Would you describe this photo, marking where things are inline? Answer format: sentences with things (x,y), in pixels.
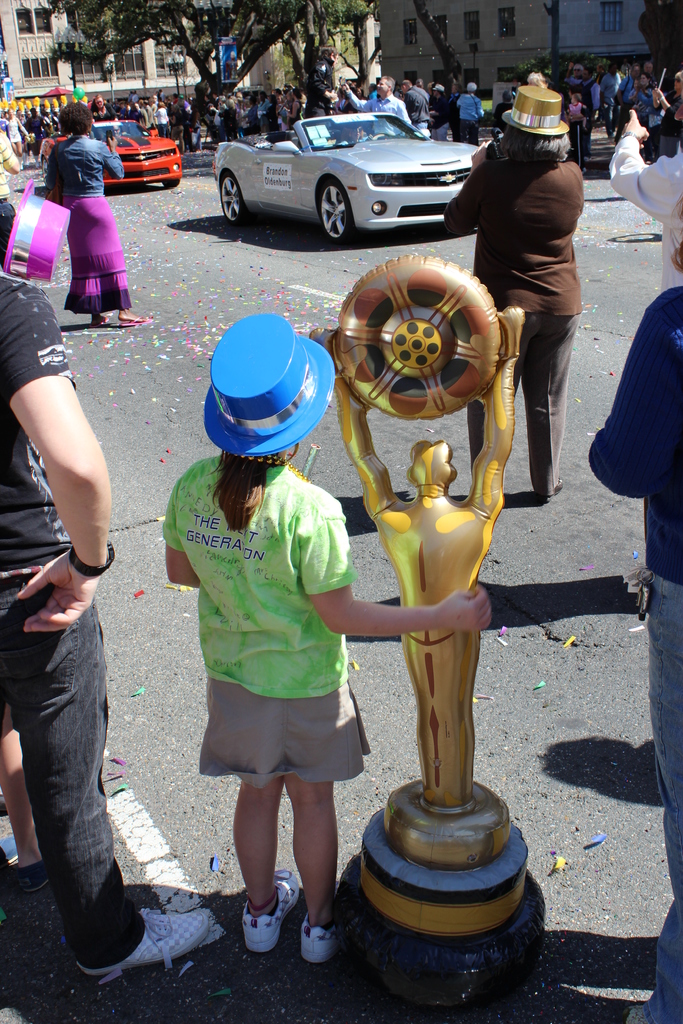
Vehicles (173,157) are on the road (197,165). This girl (284,561) is holding a trophy (393,559). Beside this vehicle's (222,156) there are peoples (359,94). Buildings (520,36) with windows (442,17). In-front of this building (263,59) there is a tree (175,29).
